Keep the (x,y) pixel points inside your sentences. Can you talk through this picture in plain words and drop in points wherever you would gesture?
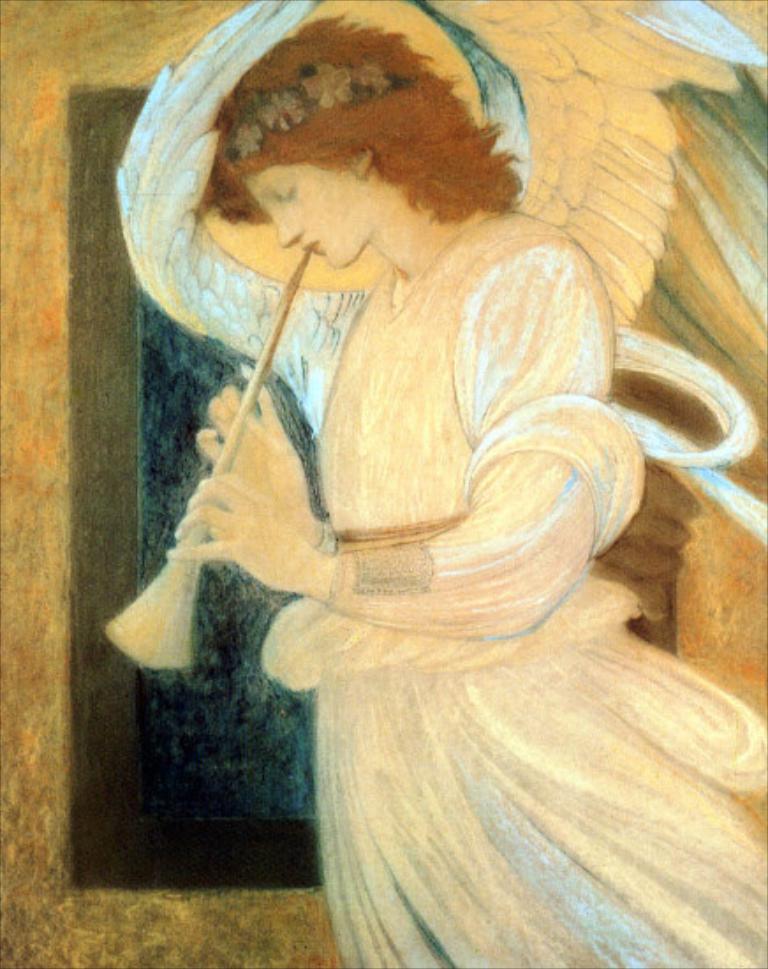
In this image we can see there is a painting (370,528) of a lady (485,417) holding an object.
